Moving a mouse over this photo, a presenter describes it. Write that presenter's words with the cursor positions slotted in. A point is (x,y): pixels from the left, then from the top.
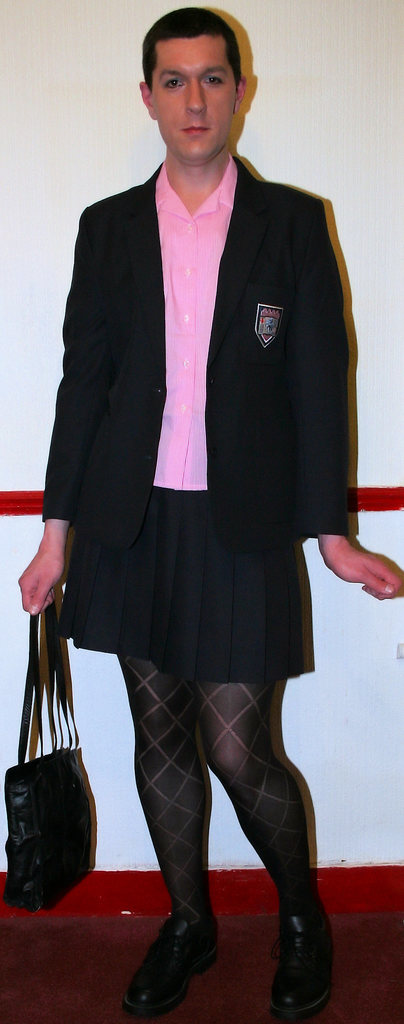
In this image, a human (221,478) wear a shirt (207,328), coat (265,411) and skirt (210,578). He wear a shoe (171,956) also. We can see brown color floor (76,975) and white color wall (383,415) here. He hold a black color bag (44,818) on his right hand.
